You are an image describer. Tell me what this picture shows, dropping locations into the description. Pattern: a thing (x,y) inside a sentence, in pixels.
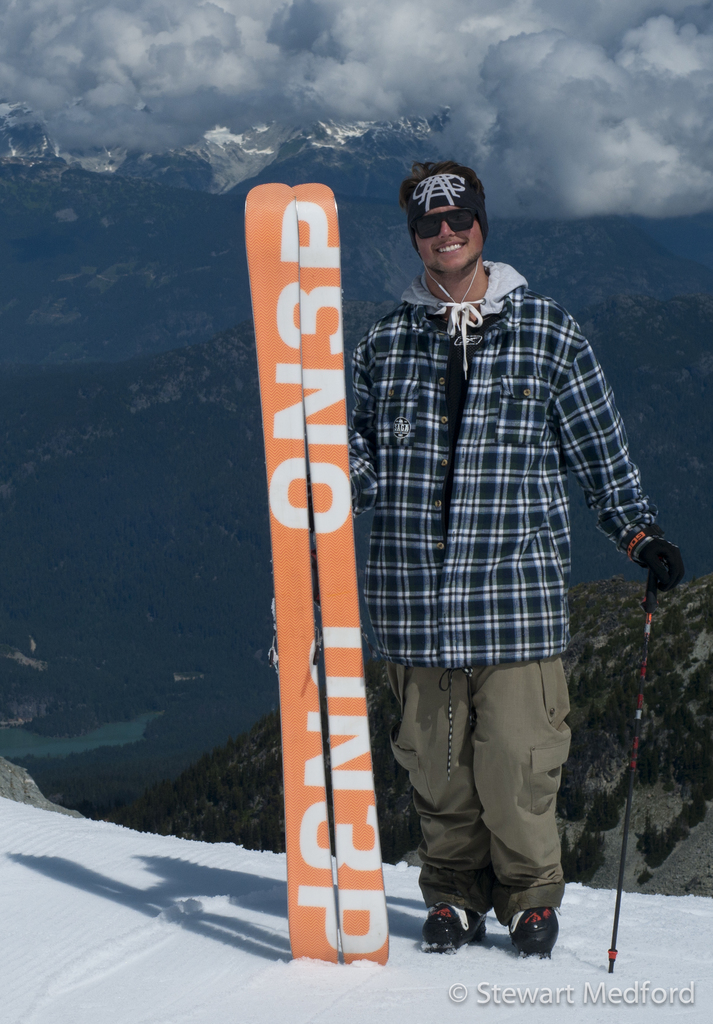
In the image there is a man (470,813) holding a ski kit (281,410) with his hands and he is smiling for the photograph.
